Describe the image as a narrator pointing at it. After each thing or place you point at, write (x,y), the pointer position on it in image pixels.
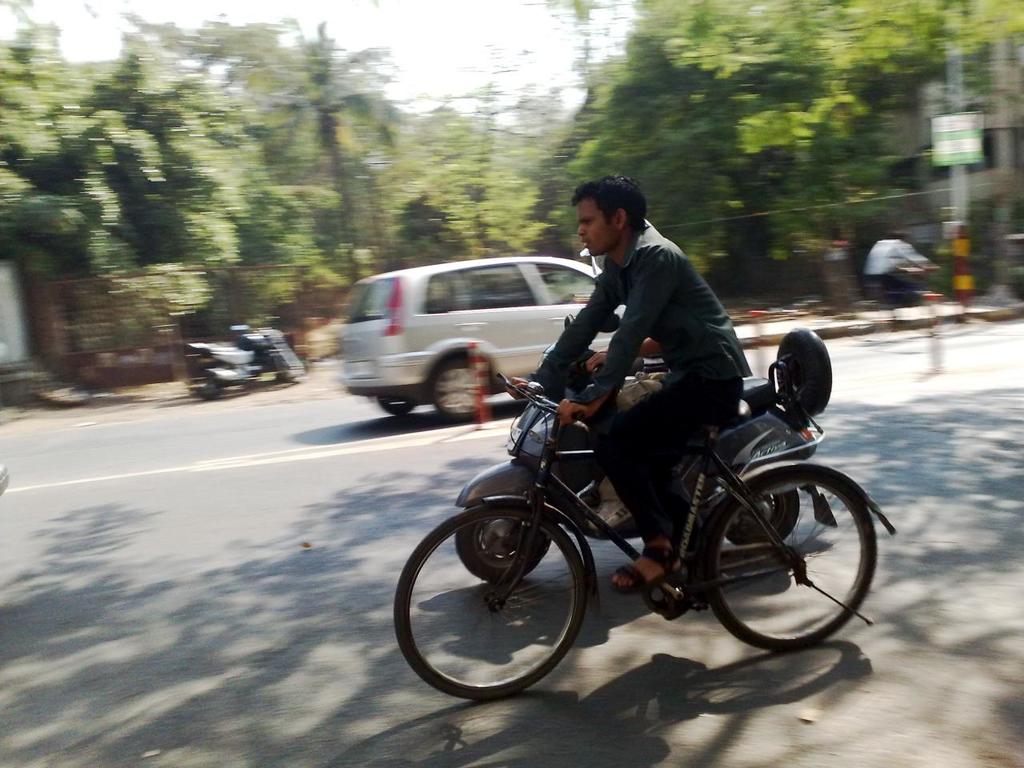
This man (636,303) is riding a bicycle (698,485). Beside this man (665,522) there is a motorbike (516,470). A vehicles (547,413) on road (252,492). Far there are number of trees (307,158).
